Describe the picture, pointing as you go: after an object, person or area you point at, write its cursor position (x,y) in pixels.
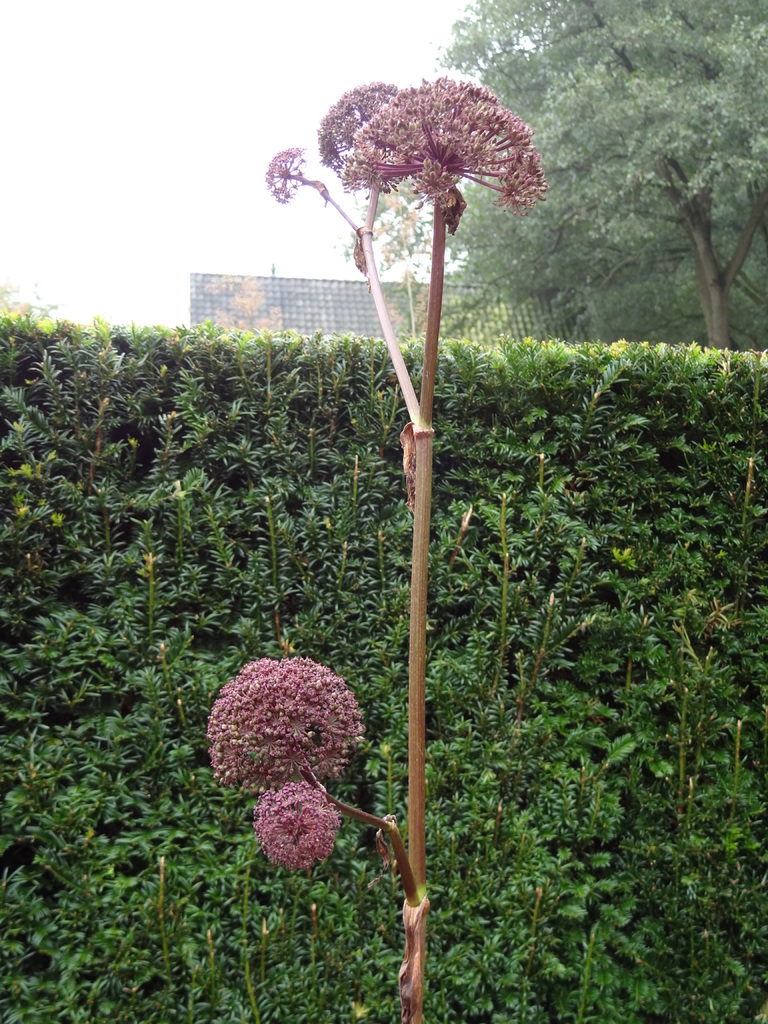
In this image we can see a plant (426,166) with flowers (426,166) and there are few trees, an object (356,315) looks like a wall (366,315) and the sky (234,191) in the background (194,147).
